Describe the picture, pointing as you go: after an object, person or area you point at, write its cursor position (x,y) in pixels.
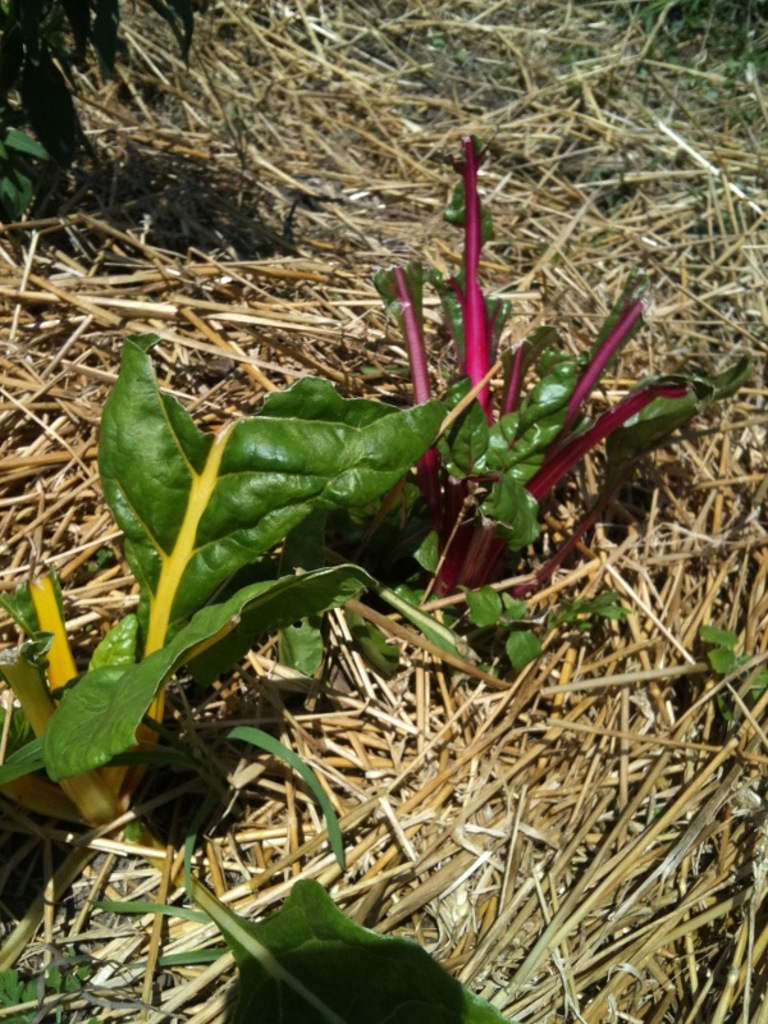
In this image there are plants (158,641) on the ground (245,758). There is dried grass (623,210) on the ground (529,760).
